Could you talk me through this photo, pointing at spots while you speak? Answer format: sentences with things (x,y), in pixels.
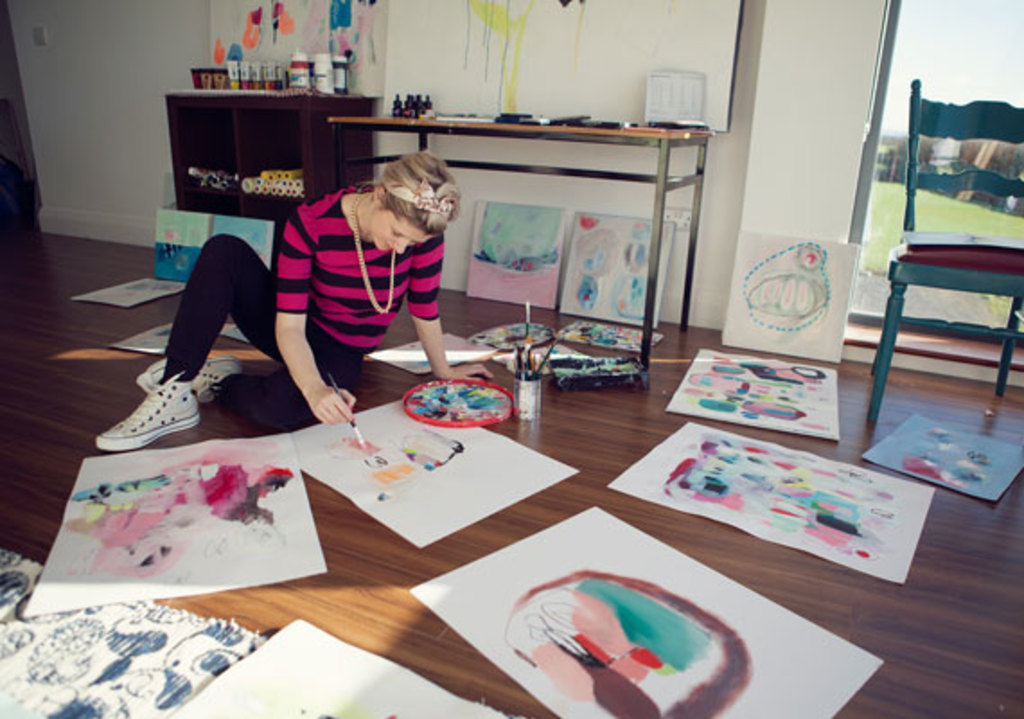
In this image there are papers (427,518) with paintings (517,492) on the floor (495,427), and there is a person (281,370) sitting and painting on a paper (385,428), brushes (528,322) in a glass (536,392), plate (479,409), there is a chair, some items (193,69) on the table (359,116) and in the shelf (174,139), wall (58,97), boards (599,51).
